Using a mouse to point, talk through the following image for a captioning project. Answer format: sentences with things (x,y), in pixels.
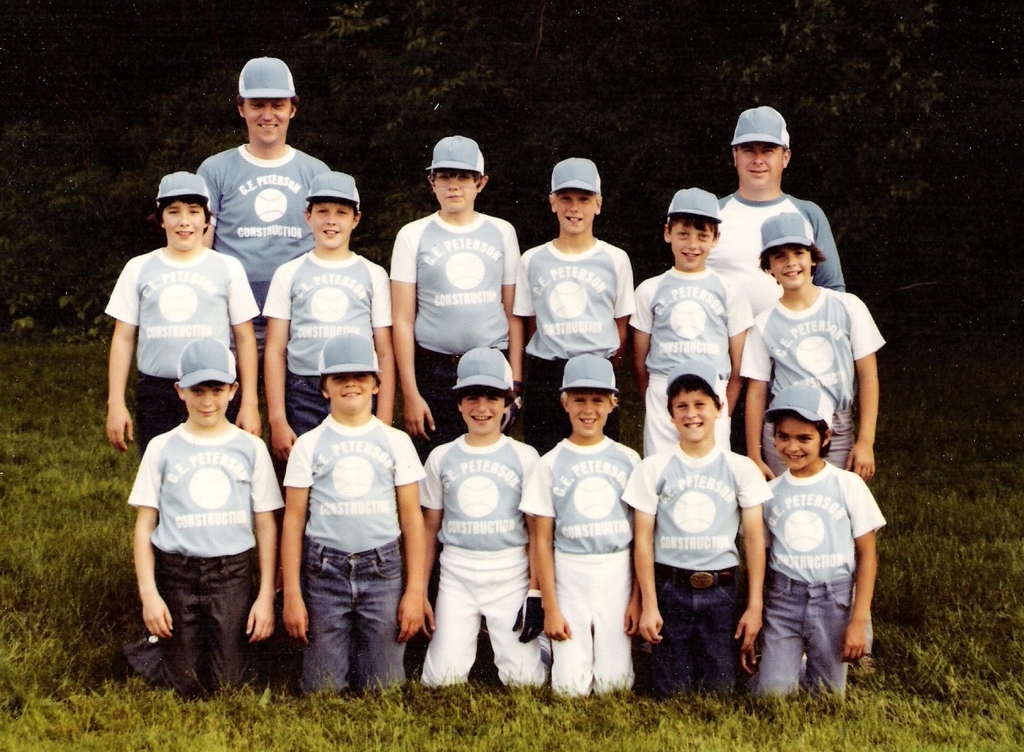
In this image we can see two men (765,183) with smiling faces (773,156) wearing caps (768,137) and standing on the ground (840,701). Some boys (242,301) with smiling faces (709,236), wearing caps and standing on the ground (854,698). Some boys (717,497) with smiling faces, wearing caps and in a kneeling position on the ground (1009,527). There are some trees (307,79) in the background (57,168), some grass (1,564) on the ground (1011,589) and the background (59,96) is dark.
